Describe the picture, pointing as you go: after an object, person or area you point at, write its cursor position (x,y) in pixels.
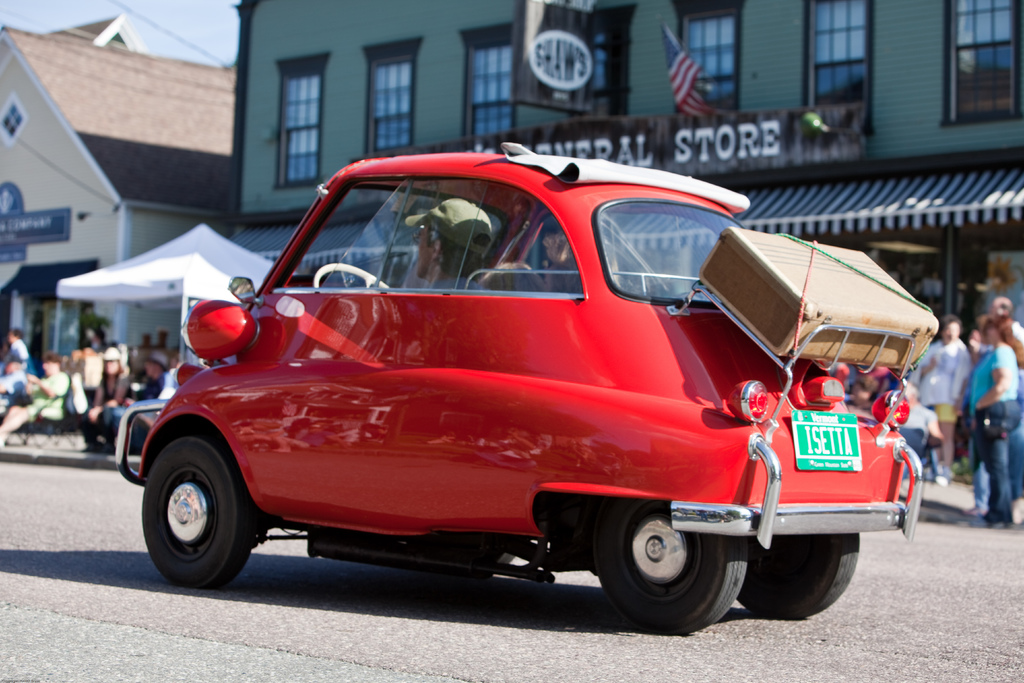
In this image we can see a car (651,476) on the road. And we can see the buildings (713,66). And we can see the sky (192,27). And we can see the flag (684,66) on the building (836,136). And we can see some text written on the building (966,323). And we can see a few people (49,365) near the building (112,160).
